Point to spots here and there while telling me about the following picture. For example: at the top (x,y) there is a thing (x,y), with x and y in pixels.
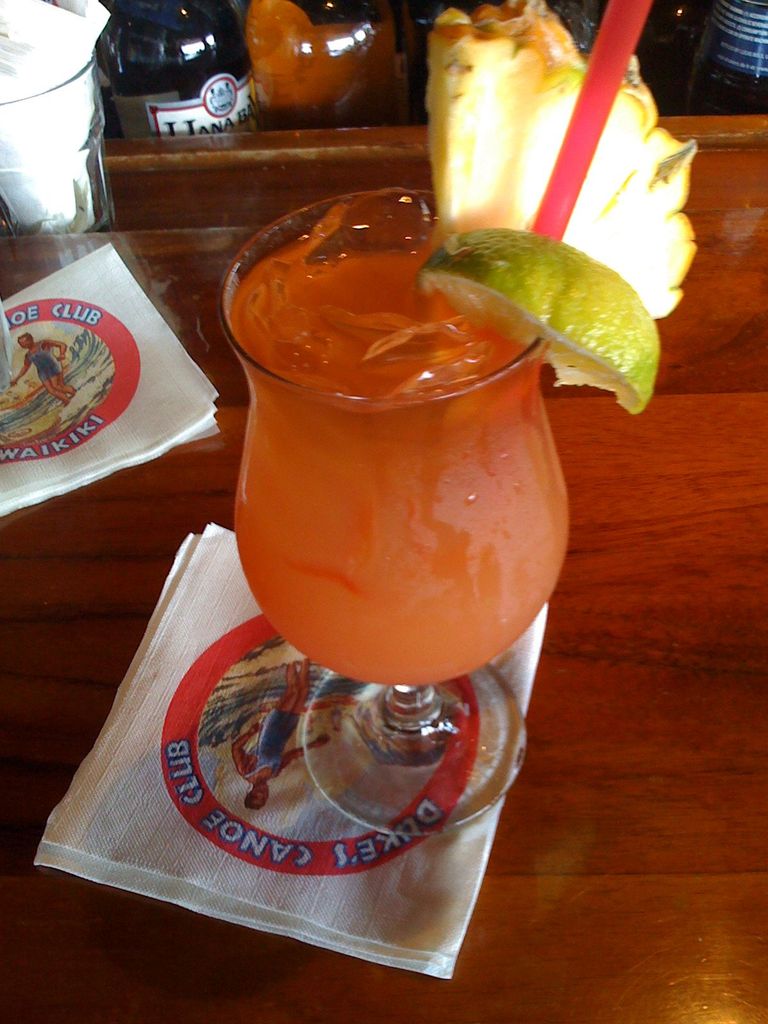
In this picture we can see a table (686,676), there is a glass (530,508) of drink (438,459) and tissue papers (328,718) on the table (148,480), we can see a straw (559,219), a piece of lime (599,273) and a piece of a fruit (528,173) in the middle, there are bottles (228,51) and a glass (65,130) at the left top of the picture (90,107).
